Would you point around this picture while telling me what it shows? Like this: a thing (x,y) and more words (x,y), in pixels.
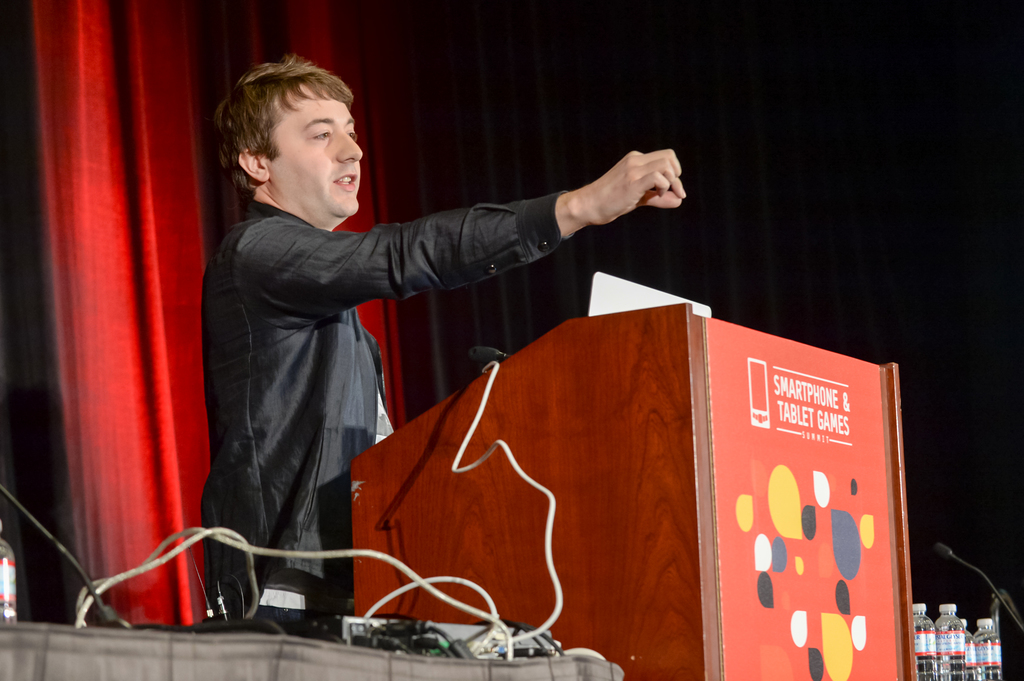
In the picture there is a man (235,317) standing near the podium (644,466), there are cables (194,537) present on the table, behind the man (343,94) there is a curtain (930,82) present.
